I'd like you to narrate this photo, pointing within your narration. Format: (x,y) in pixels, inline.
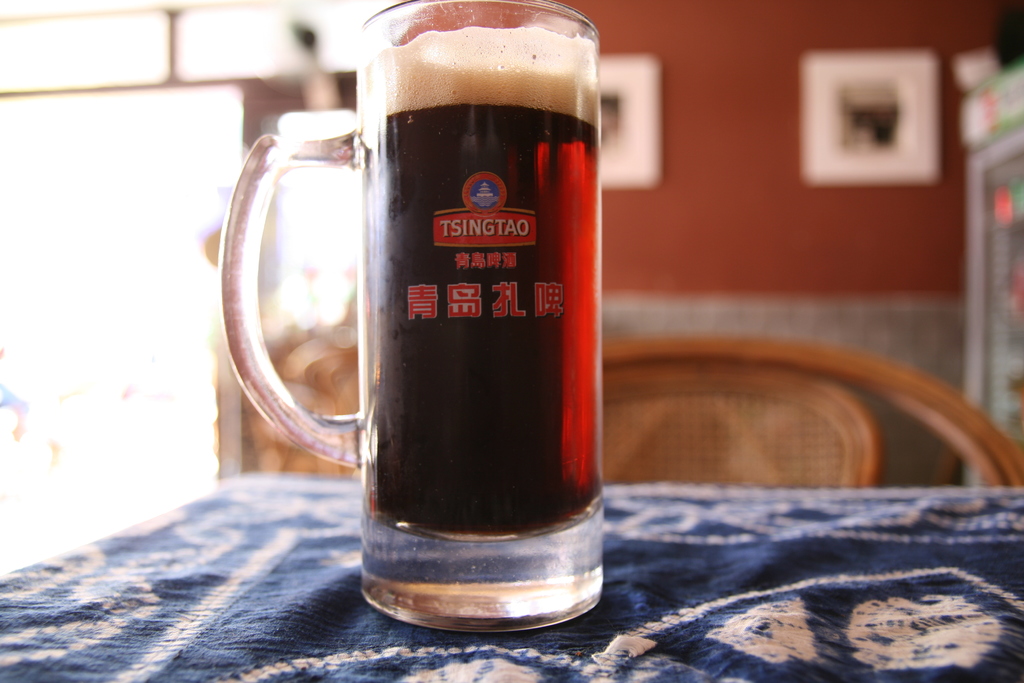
In this image, we can see a jug (408,351) with liquid (541,314) and foam (499,95) on the cloth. On the jug (489,298), we can see text (467,267) and logo (479,208). In the background (176,203), we can see the blur view, wooden chair (716,422), wall (727,180) and few objects (652,173).
